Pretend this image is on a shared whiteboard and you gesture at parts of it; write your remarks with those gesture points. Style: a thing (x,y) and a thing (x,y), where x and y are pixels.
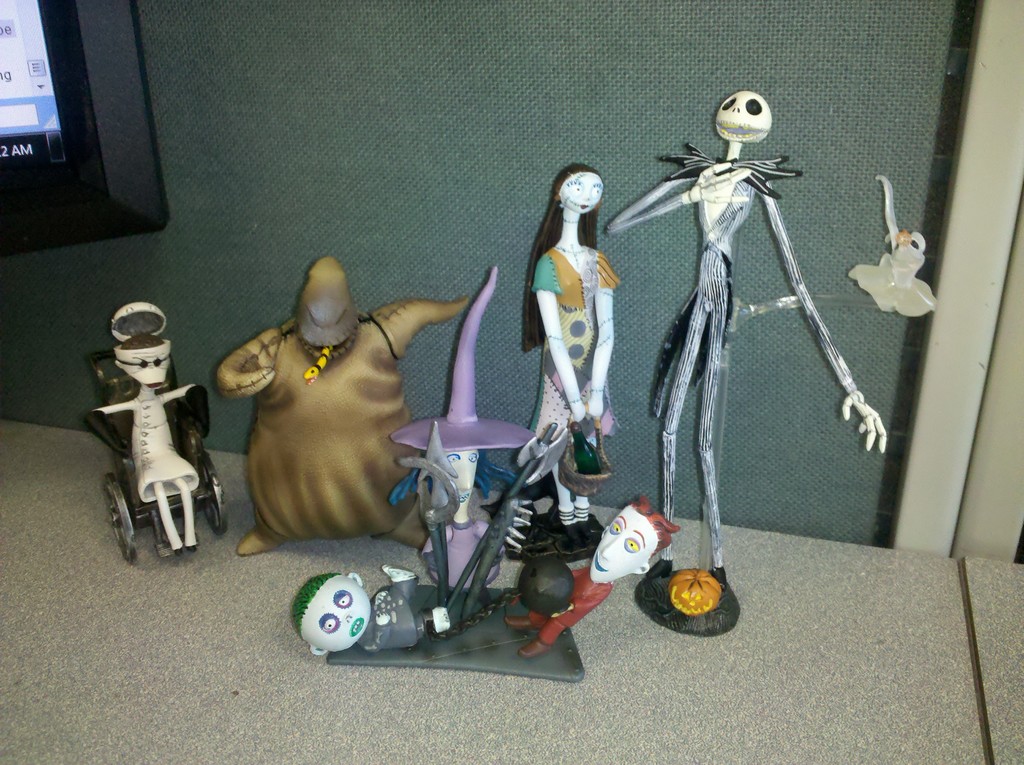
In this image we can see some toys (652,557) placed on the surface (658,628). At the top left (64,108) we can see the monitor screen (131,225).
